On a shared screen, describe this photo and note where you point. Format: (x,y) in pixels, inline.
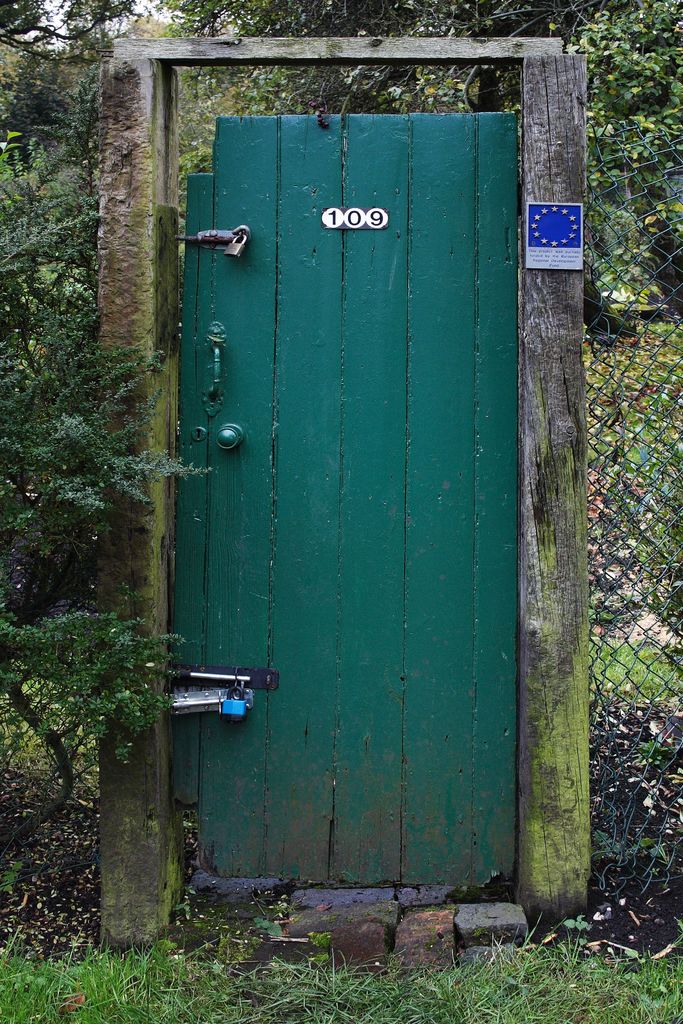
In this image I can see some grass (157,1004) on the ground (288,1007) and I can see a green colored door (427,529). In the background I can see few trees (288,98) and the sky (17,36).
